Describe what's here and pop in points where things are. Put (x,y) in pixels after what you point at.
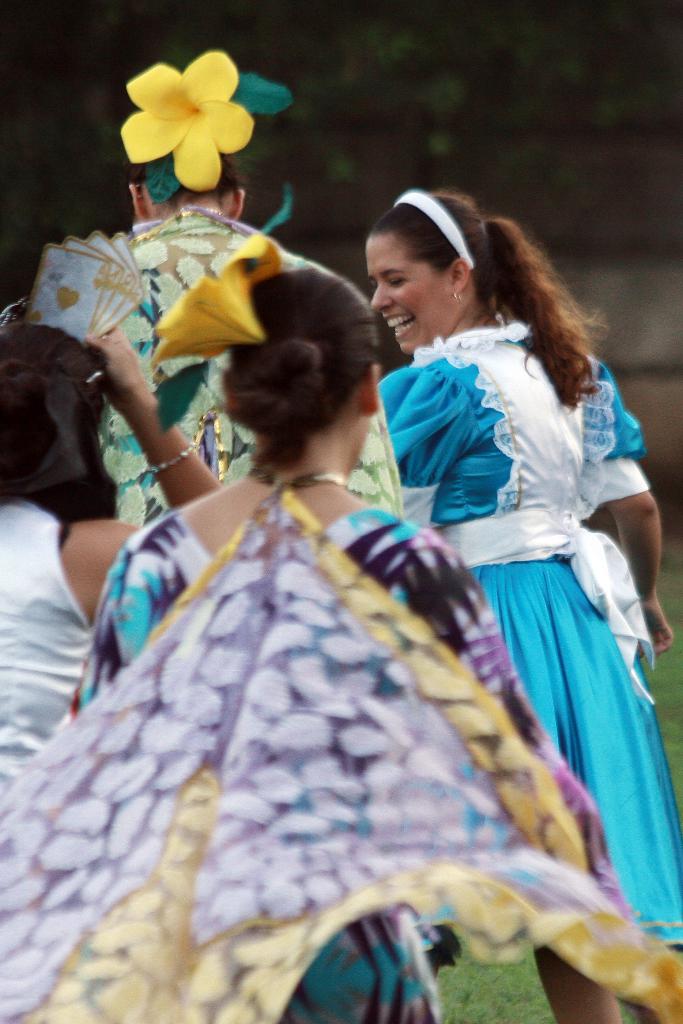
In this picture I can see there are few women (372,466), they are wearing different costumes (250,598) and the woman (469,412) at the right side (470,430) is wearing a blue dress (426,391), she is smiling and in the backdrop (618,322) it looks like there is a wall (575,281) and a tree (346,112).
